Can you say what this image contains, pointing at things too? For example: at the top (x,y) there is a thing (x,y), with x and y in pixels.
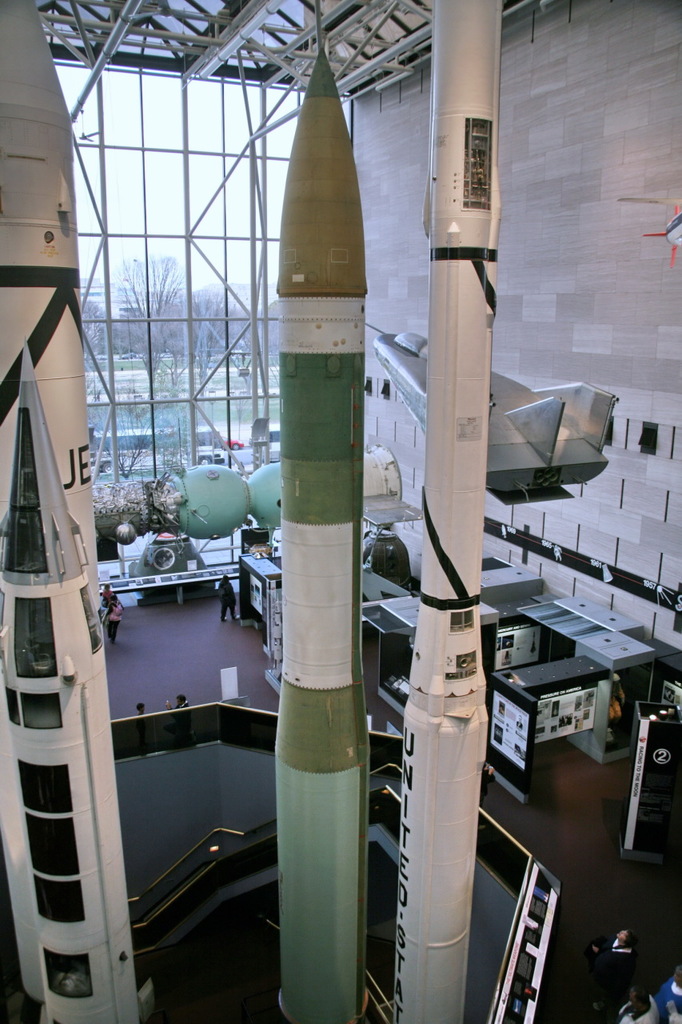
In this image I can see missiles (460,569), machines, tables (537,617), wall (574,52) and a group of people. In the background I can see trees (218,327), vehicles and the sky (137,244). This image is taken may be during a day.
